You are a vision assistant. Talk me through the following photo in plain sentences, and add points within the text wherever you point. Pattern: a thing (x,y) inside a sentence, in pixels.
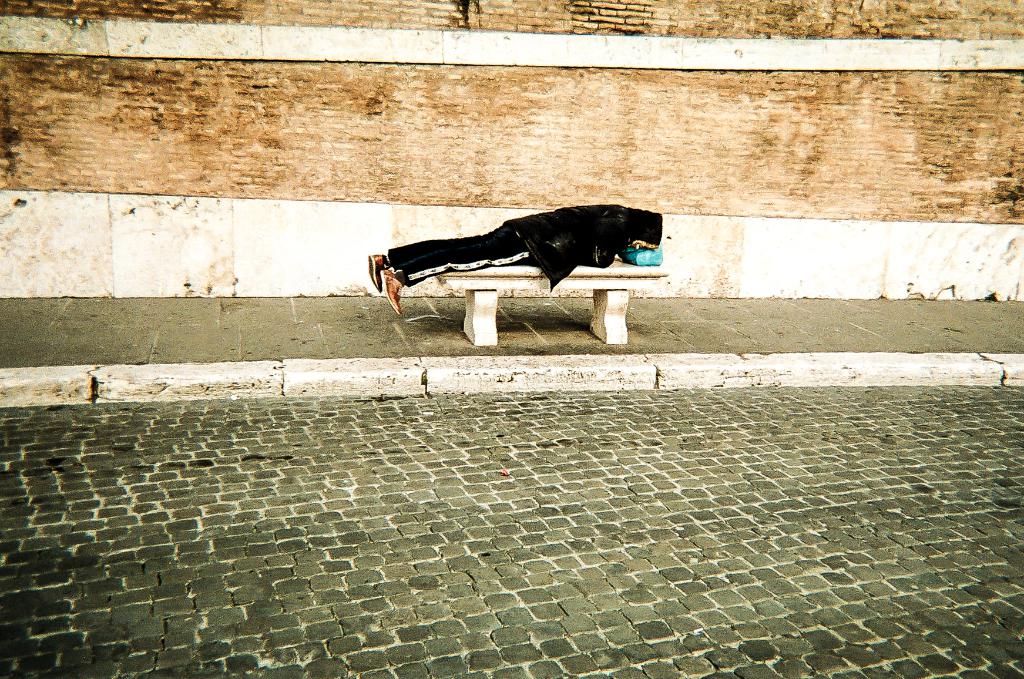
In this image we can see a person (576,247) is lying on the bench (621,279). At the bottom of the image (582,544) road (516,474) is there. Background of the image (358,107) brick wall (373,82) is present.
